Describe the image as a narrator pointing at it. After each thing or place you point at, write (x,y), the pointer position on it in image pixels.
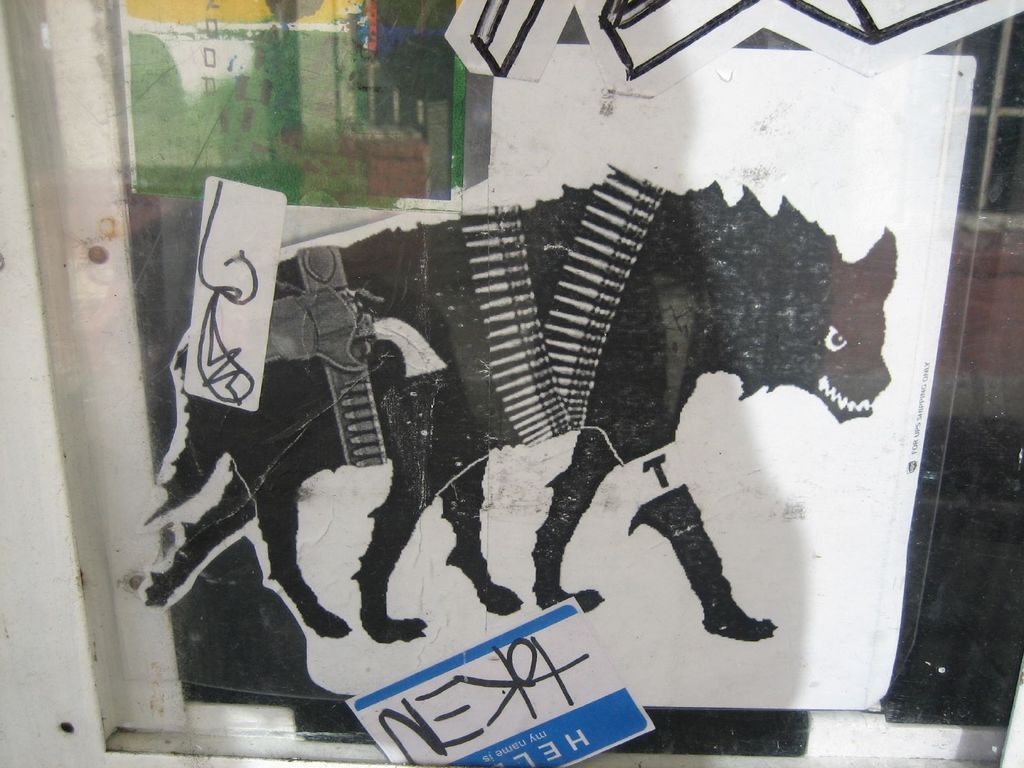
In this image we can see a painting (594,374) of an animal (710,334), there is a board (518,714) with text (518,642) and reflection (439,77) of building (420,172) on the glass (343,120).
